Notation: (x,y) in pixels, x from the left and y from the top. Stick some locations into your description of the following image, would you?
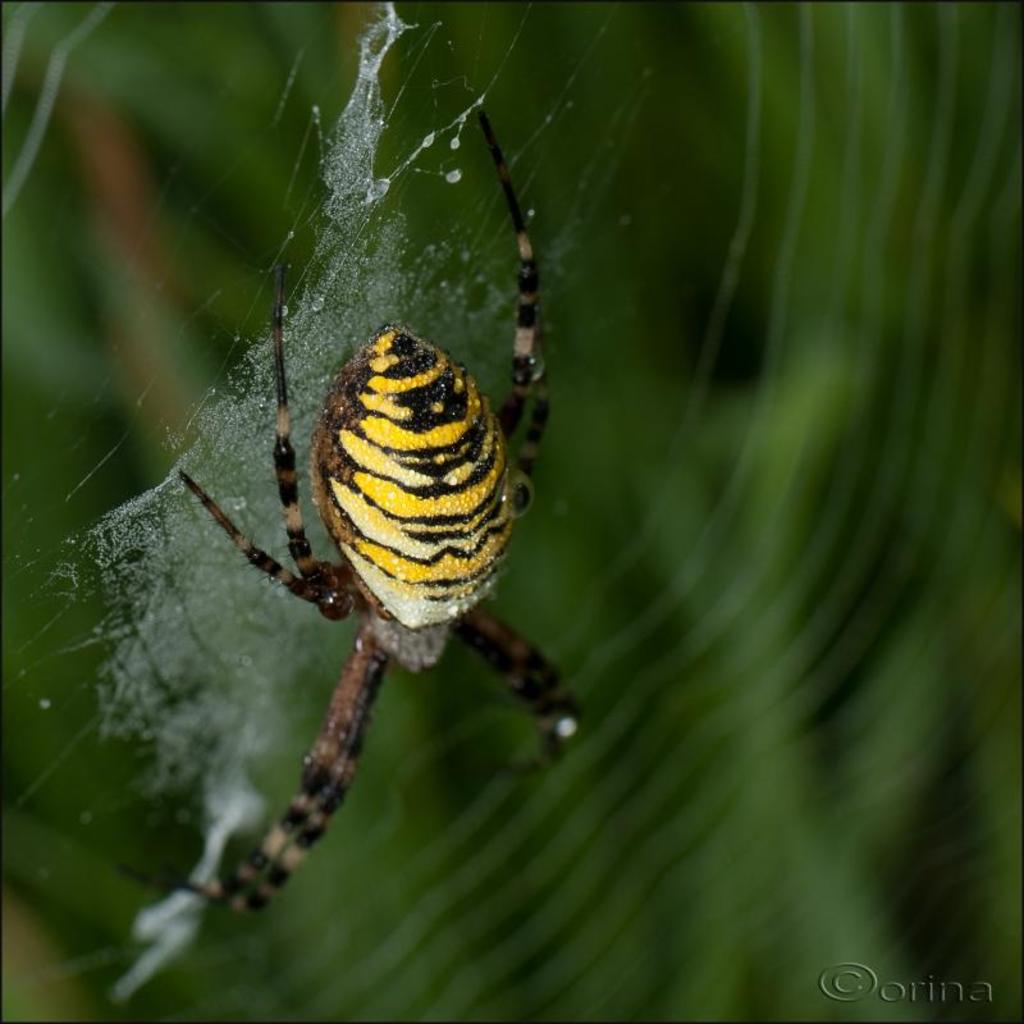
In the image we can see a spider (282,409). Background of the image (19,242) is blur.
